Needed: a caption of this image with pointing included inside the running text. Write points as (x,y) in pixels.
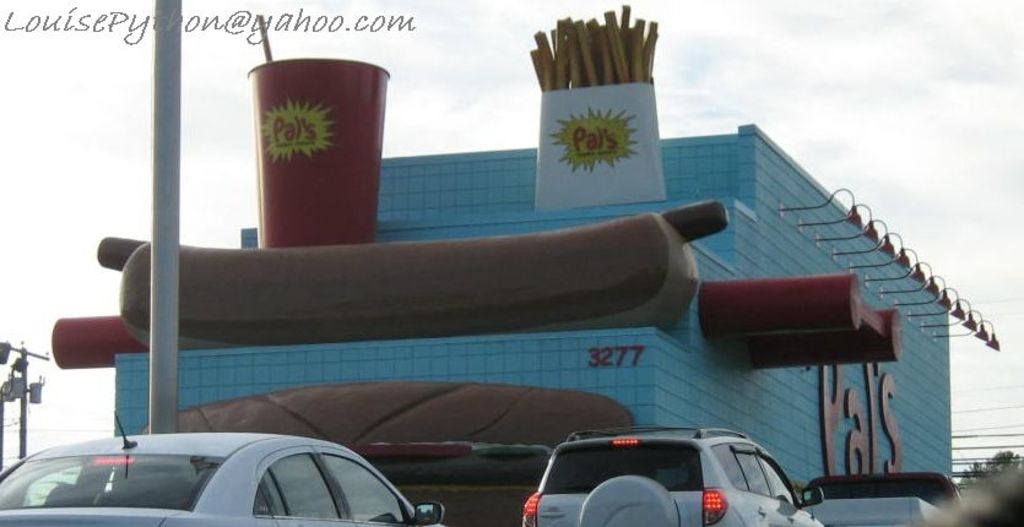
In the picture I can see a building (748,253) which has few edible objects (644,277) placed on it and there are few vehicles (635,489) beside it and there are few poles (20,380) in the left corner (20,395) and there is something written in the left top corner (179,28).
